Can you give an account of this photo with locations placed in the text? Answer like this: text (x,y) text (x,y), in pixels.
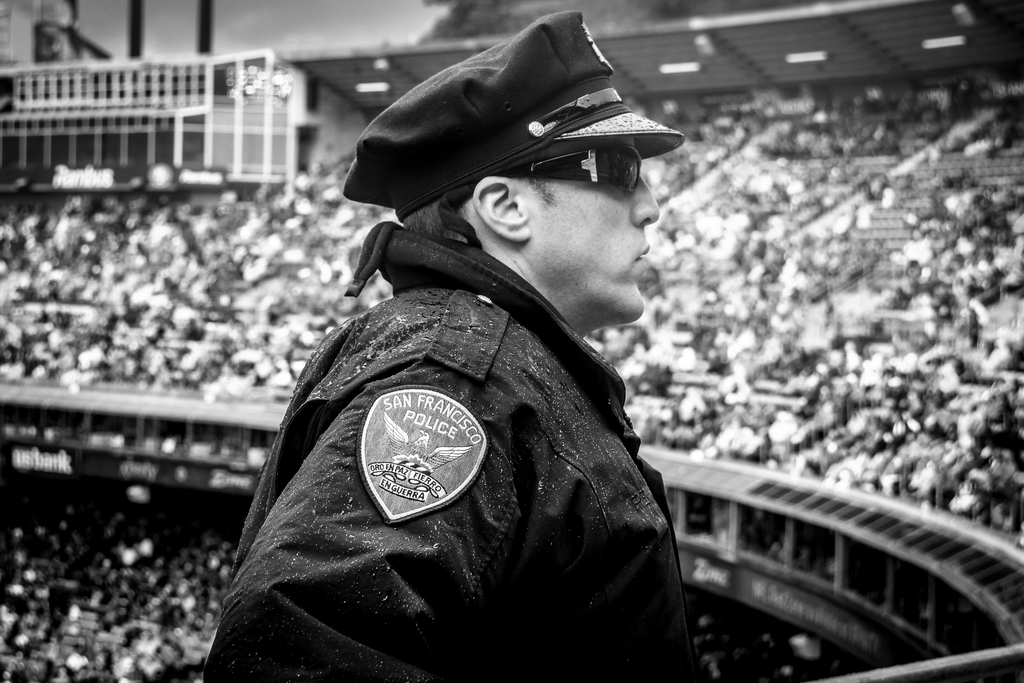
In this image we can see black and white picture of a person (481,489) wearing uniform (476,458), cap (482,160) and goggles (612,184). In the background (772,674), we can see group of audience (997,308), shed (770,65), some lights (289,91) and a sign board (137,470) with some text (82,185) on it.
